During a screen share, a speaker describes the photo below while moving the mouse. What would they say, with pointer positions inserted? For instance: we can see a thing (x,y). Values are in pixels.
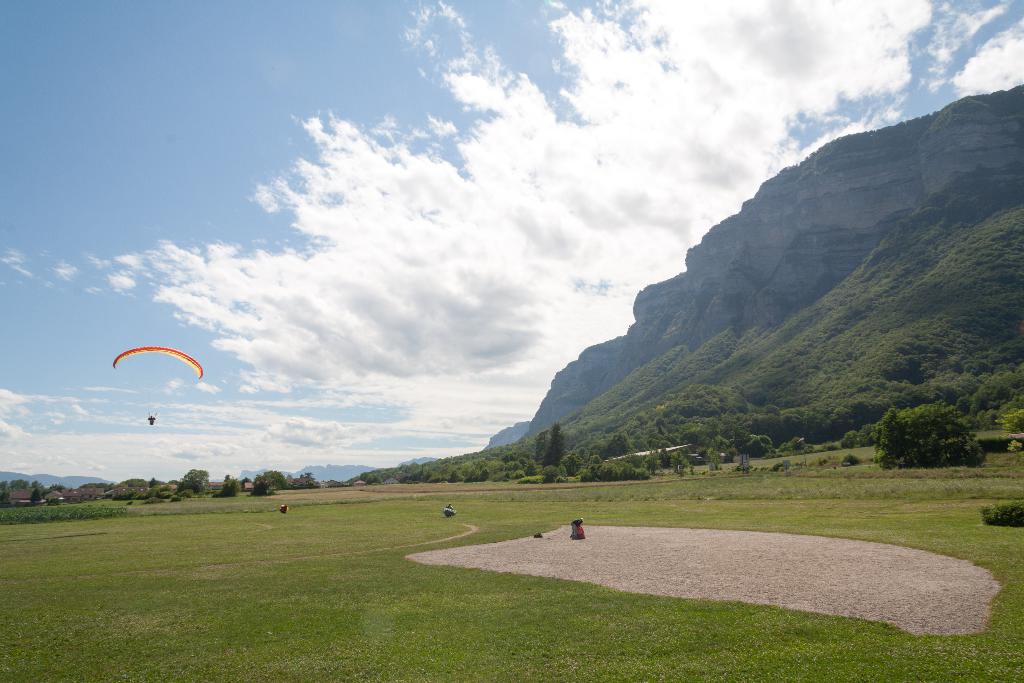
In this image there is a field (252,528), on the right side (974,141) there are mountains (672,312), in the background (267,491) there are trees (206,491) and a man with parachute (178,356) is flying in the sky (130,362) and there is a sky (392,183).
